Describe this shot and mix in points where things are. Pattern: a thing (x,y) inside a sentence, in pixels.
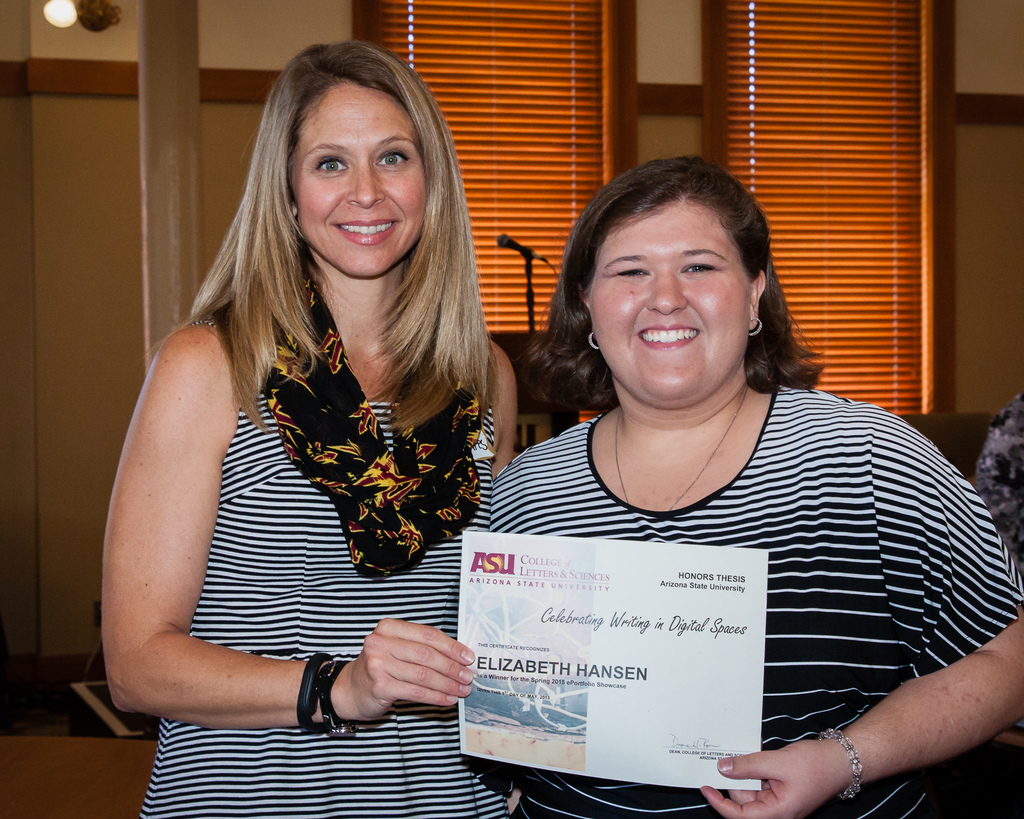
In this image we can see two people (330,128) where the first one is wearing black color striped dress (243,563) with a scarf (353,489) on it and she has light golden color hair (270,203) and she is smiling and the other person (556,481) is also wearing black color striped shirt (824,484) where she has a short hair (781,383) and both of these people (831,632) are holding a certificate (543,553) where Elizabeth Hansen is written over it and at the back of these people (259,319) we can see windows (563,56) which are orange in color and there is also a bulb (68,8) over here.
